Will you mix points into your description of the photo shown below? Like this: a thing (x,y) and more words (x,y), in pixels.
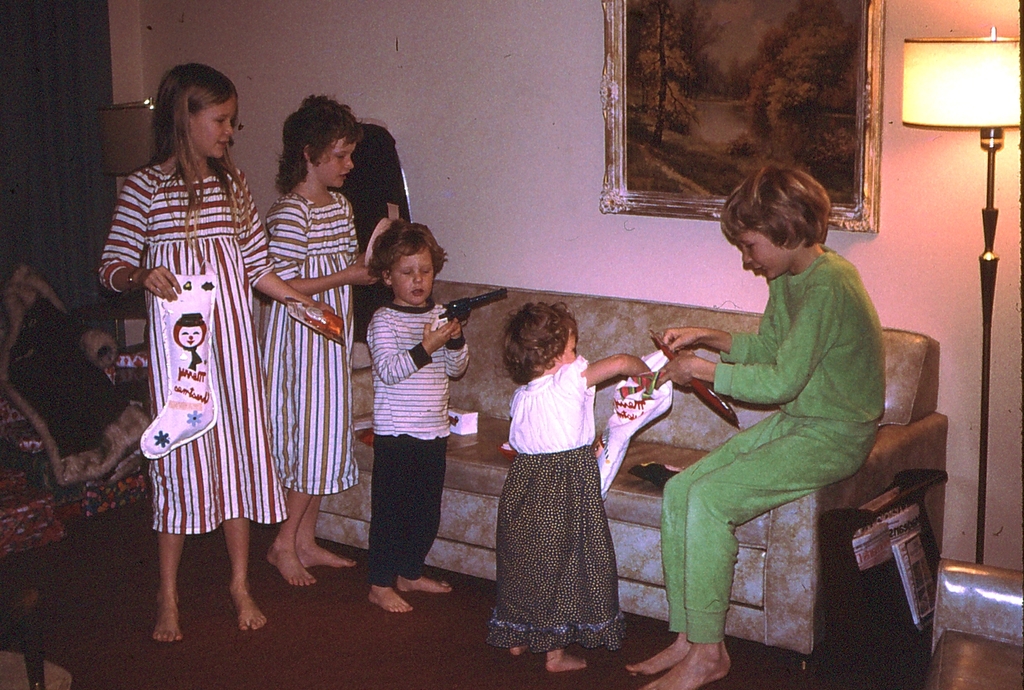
There is a group of persons (418,391) standing in the middle of this image (378,334). There is one person (786,466) sitting on a sofa (789,507) at the right side (843,448), and there is a wall (445,156) in the background (462,204). There is a photo frame (642,168) is attached to this wall (539,77). There is a lamp (996,141) on the right side of this image (982,137). There is an another lamp (130,138) and a chair (51,326) on the left side of this image (96,356).
